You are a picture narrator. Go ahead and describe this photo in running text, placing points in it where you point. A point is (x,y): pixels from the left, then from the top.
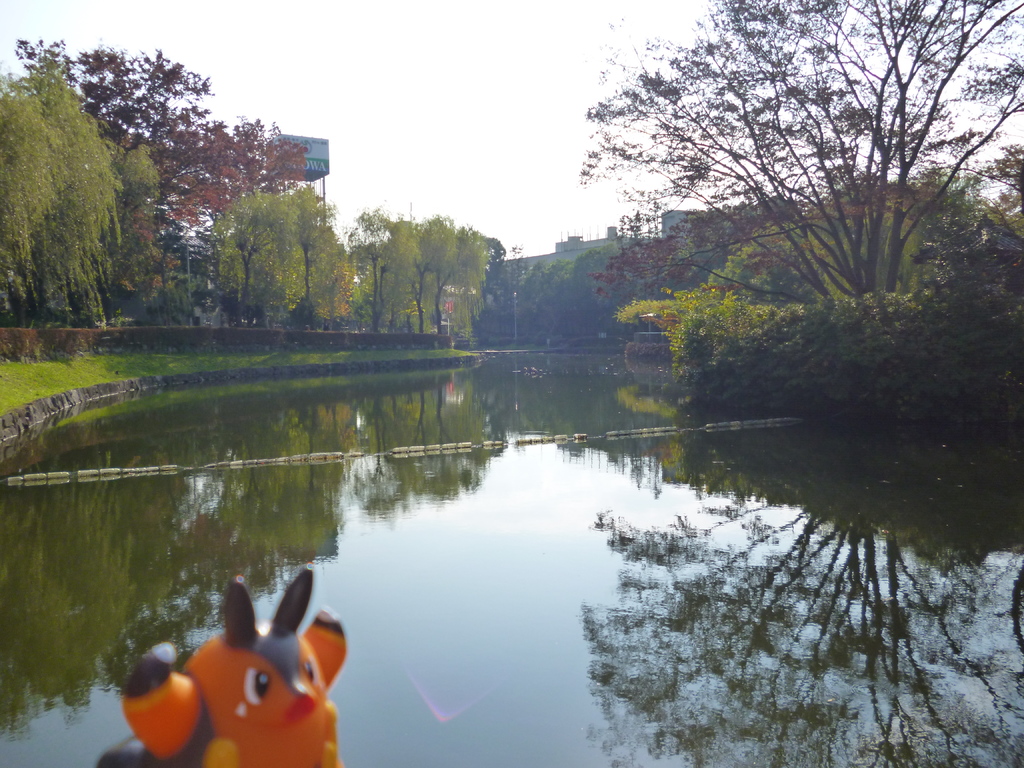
This picture shows trees (589,313) and we see water (467,411) and buildings (584,250) and we see a cloudy sky (515,45) and a advertisement hoarding (327,168) and we see a toy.
